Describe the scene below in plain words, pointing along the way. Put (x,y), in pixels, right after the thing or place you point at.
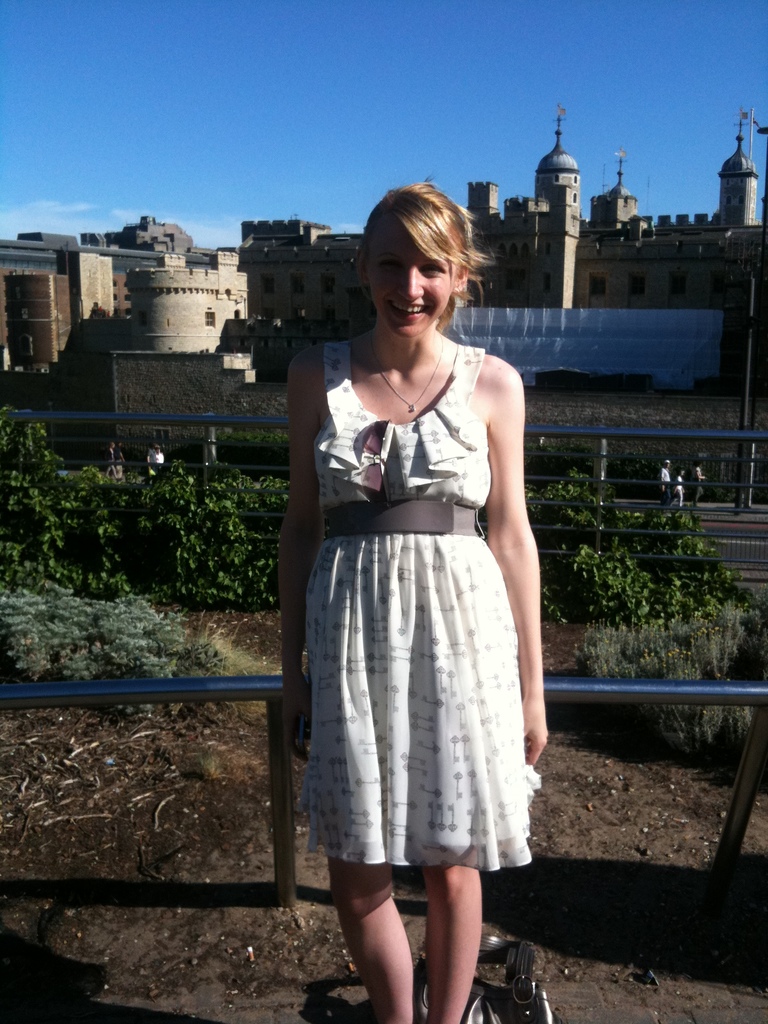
In this image I can see the person (377,594) standing in-front of the railing (170,699). The person (513,468) is wearing the white color dress (321,580). In the back (562,538) there are plants (641,594) and few people (664,480) are on the road (633,500). I can also see many buildings (141,320) and the blue sky (426,122) in the back (426,122).
